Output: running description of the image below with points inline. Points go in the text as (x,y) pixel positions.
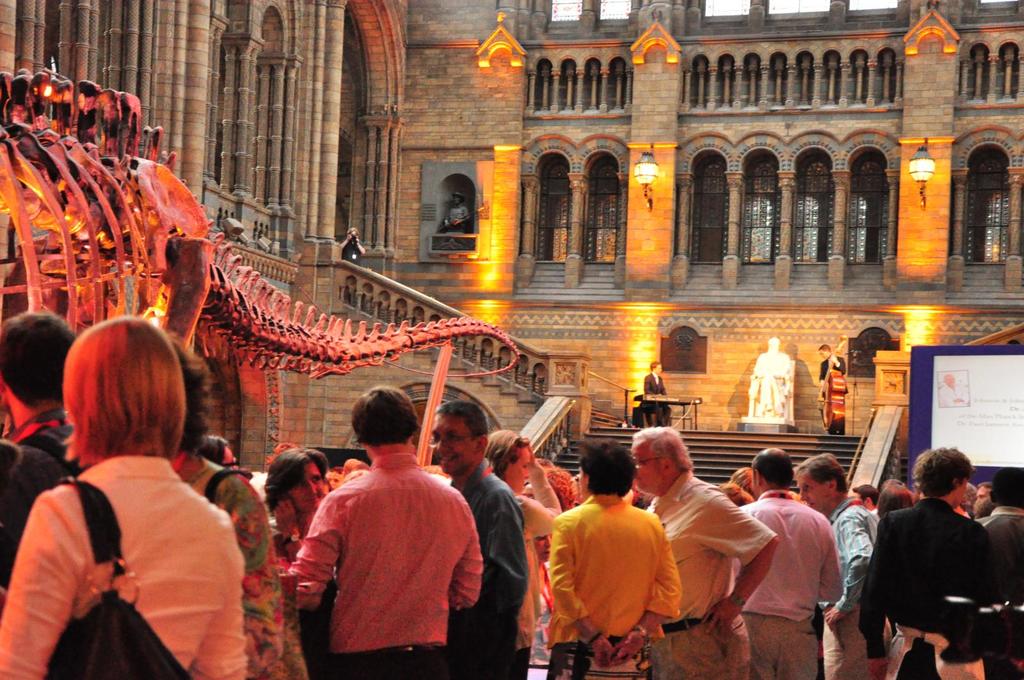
In this image, we can see a building (487,145), walls (458,134), pillars (936,135), lights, railings (878,431), stairs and statues (456,213). At the bottom of the image (699,642), we can see a group of people (322,657) are standing. Here we can see board (991,419) and animal skeleton (260,333). Here we can see two people (666,410). Here a person (835,386) is holding a music instrument (832,392).
